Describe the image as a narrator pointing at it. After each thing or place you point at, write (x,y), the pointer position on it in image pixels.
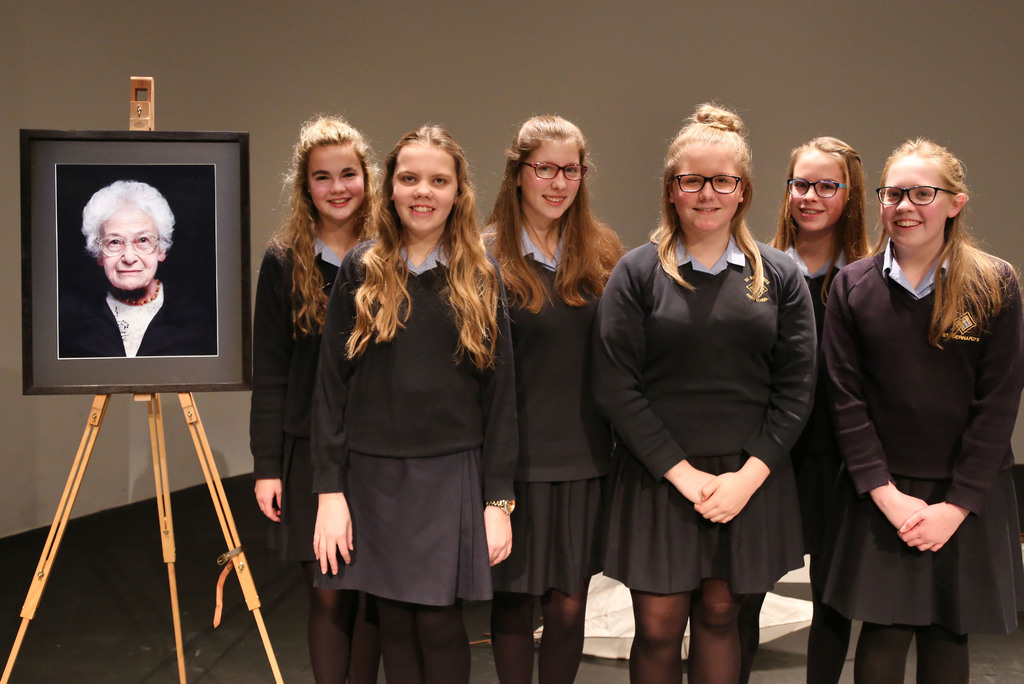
In this picture there are women (465,187) standing and smiling, behind these women (400,181) we can see white object (774,600) on the floor (766,651) and we can see frame (143,257) on the stand (150,406). In the background of the image (177,484) we can see wall (614,39).
